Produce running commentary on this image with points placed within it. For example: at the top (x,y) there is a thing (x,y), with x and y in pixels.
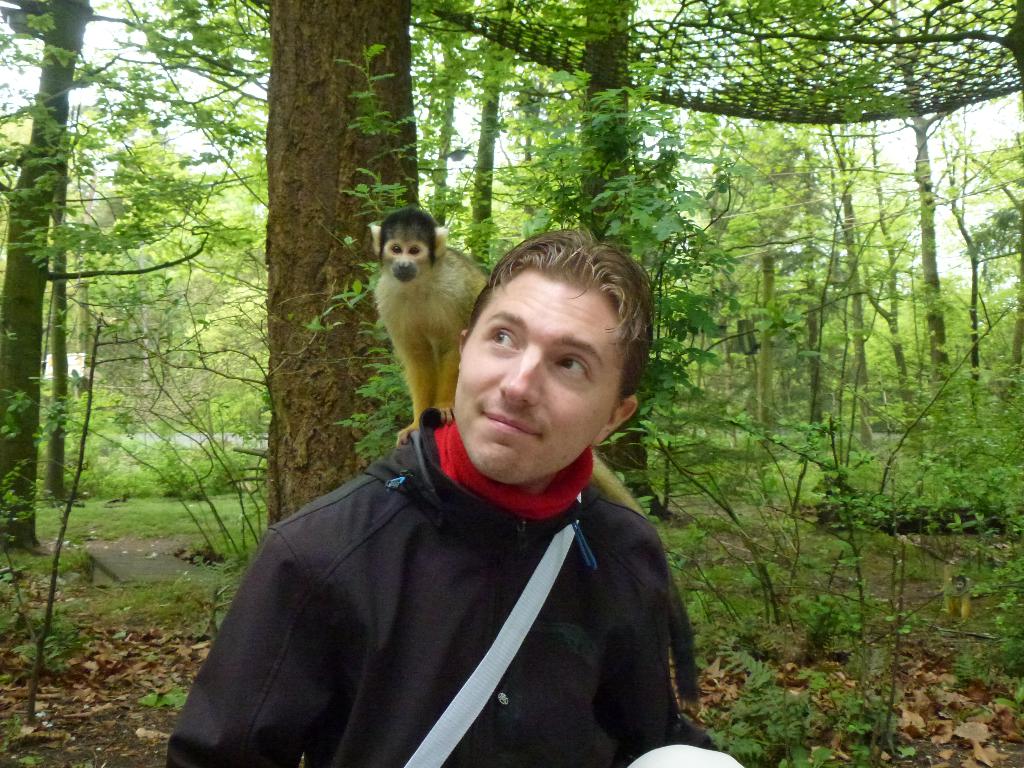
In this image In the middle (434,463) there is a man (462,619) he wear black jacket (417,614) on him there is a monkey (405,315). In the background (187,258) there are many trees (625,224) and plants (772,659).
